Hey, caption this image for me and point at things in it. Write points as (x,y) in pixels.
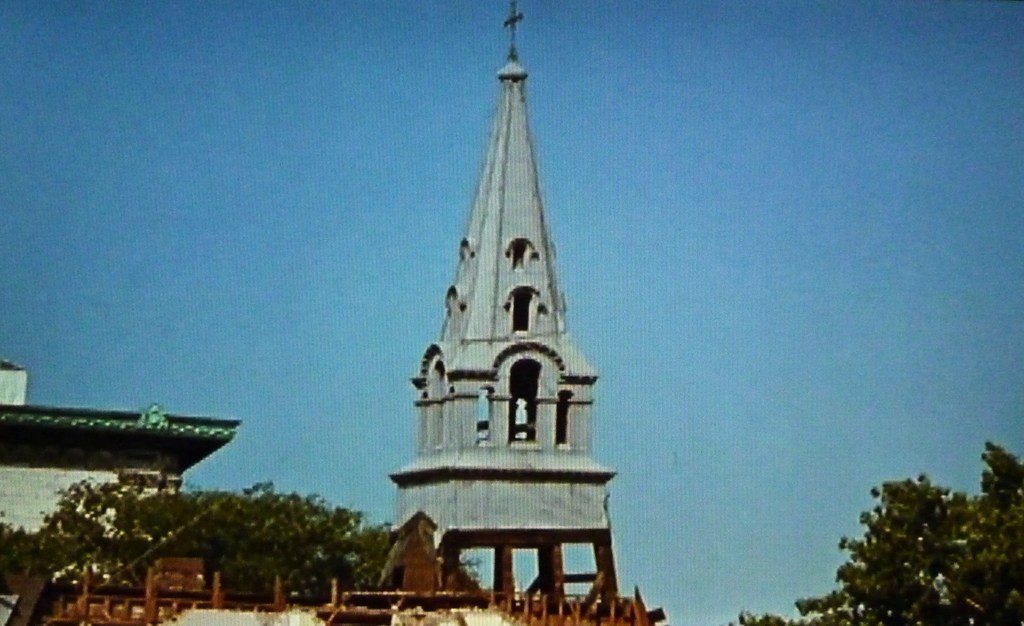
In this image I can see few buildings (54,616) and In the background (698,611) I see trees (14,574) and the sky (244,107).
